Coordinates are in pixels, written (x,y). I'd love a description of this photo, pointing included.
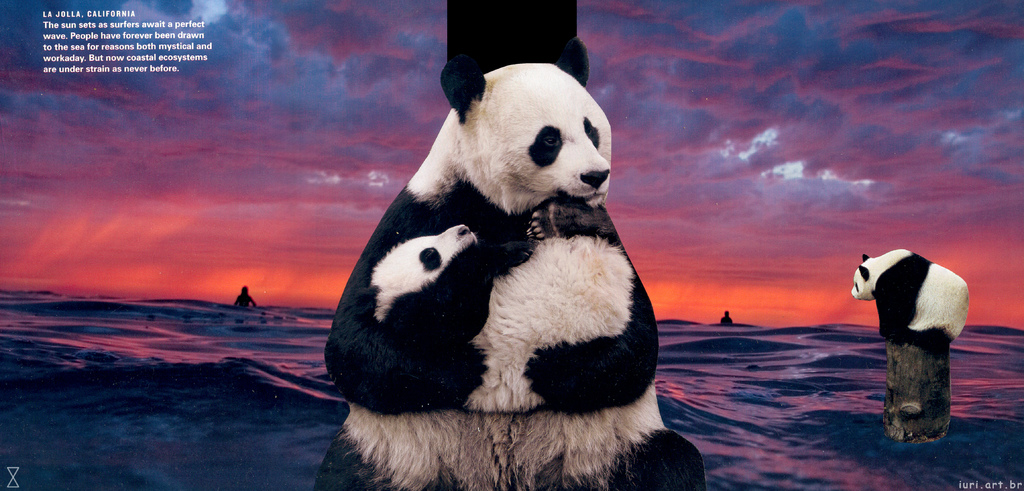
In this edited image there are panda (868,263). In the center (510,218) there is a panda (492,216) holding a baby panda (498,317) in its hand (461,370). Behind it there is black strip (501,32). To the right (879,257) there is another panda (922,305) on a tree trunk (926,358). Behind them there is water (686,371). Behind them there is the water (729,359). There are two persons (246,300) in the image. At the top (836,123) there is the sky (385,104).
